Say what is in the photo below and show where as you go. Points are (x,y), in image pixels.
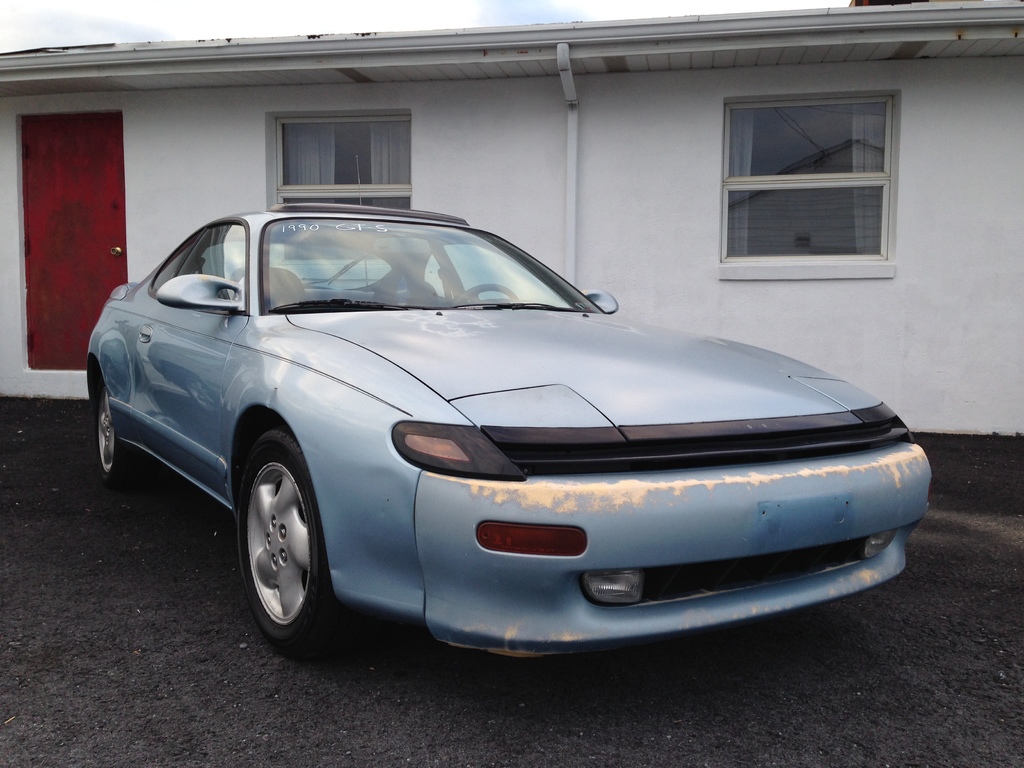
In the image in the center, we can see one car (459,533). In the background (405,162) we can see the sky (142,20), clouds (191,11), windows (386,142), building (450,187), wall (503,133), pipe (571,179) and door (47,162).
